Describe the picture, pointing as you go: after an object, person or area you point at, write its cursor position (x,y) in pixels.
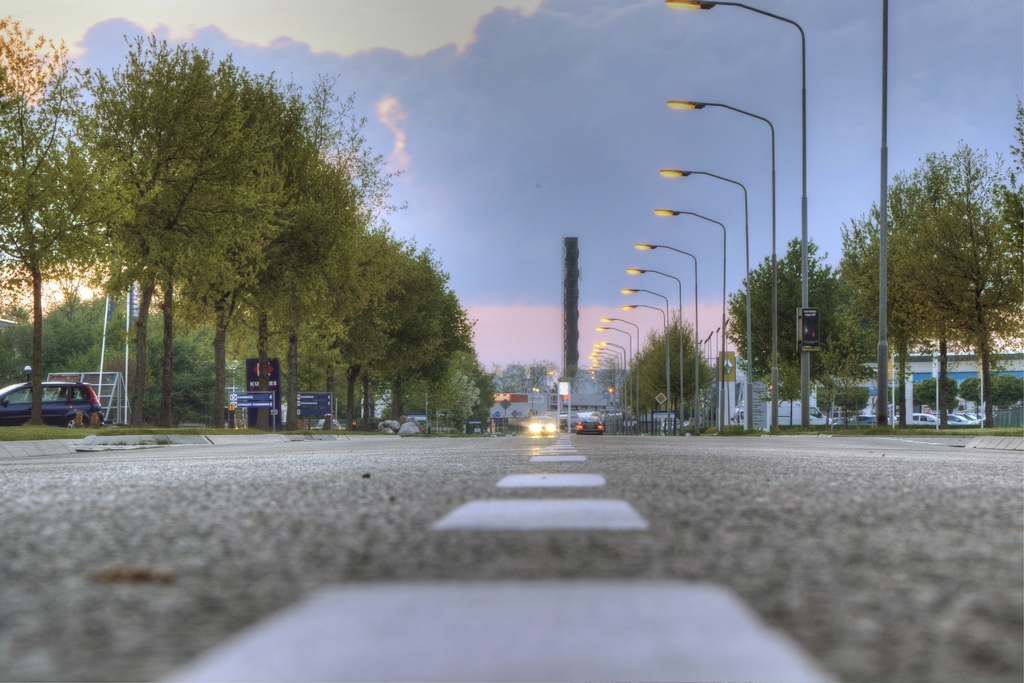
There is a road (798,457). On which, there is a divider mark (540,641). On both sides of the divider mark (571,450), there are vehicles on the road (197,451). On the left side (48,429), there are trees (190,373) and grass (23,435) on the ground (66,432) and there is a vehicle (65,412) on the road (949,498). On the right side (804,61), there are lights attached to the poles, there are trees (783,330) and grass (939,425) on the ground (1021,434). In the background (484,364), there are trees (59,341) and clouds (502,20) in the sky (401,26).
